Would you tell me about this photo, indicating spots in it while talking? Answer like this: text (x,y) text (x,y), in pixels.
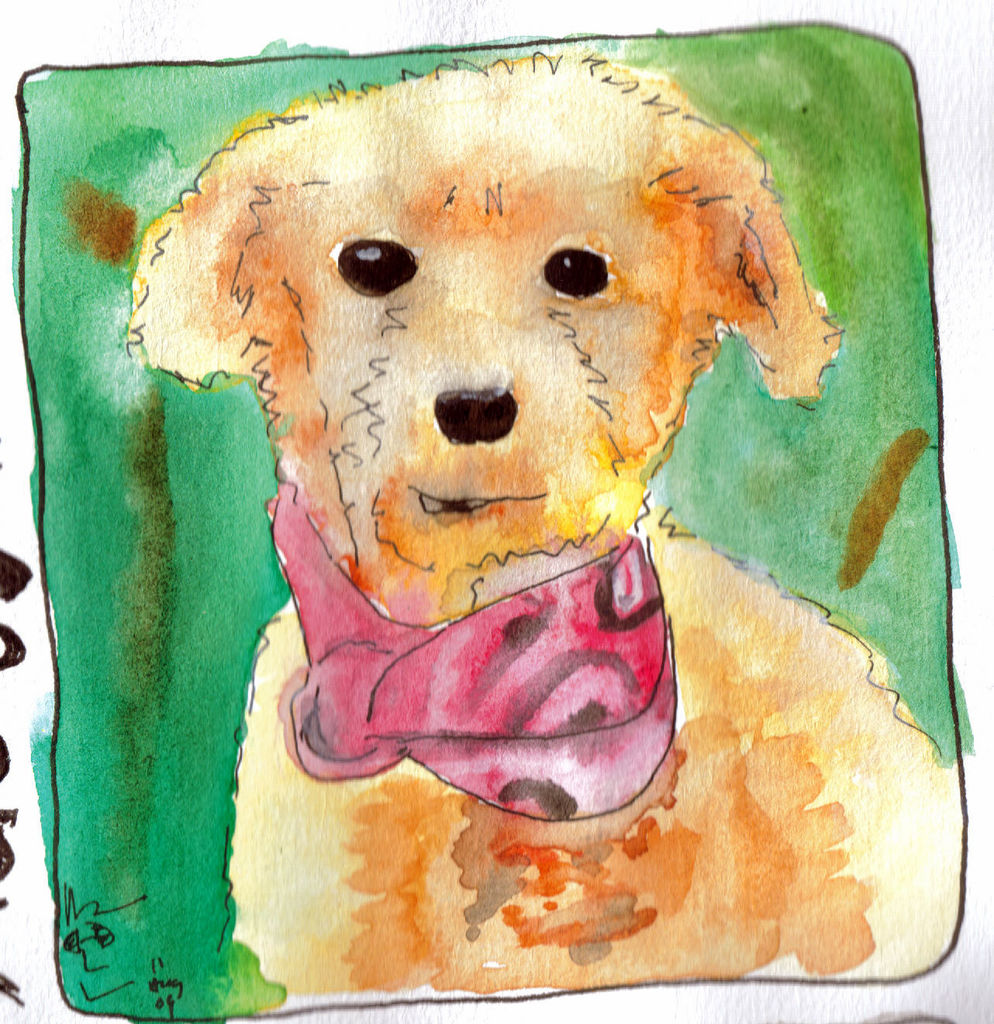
In the image there is a painting (423,787) of a dog (518,417).
